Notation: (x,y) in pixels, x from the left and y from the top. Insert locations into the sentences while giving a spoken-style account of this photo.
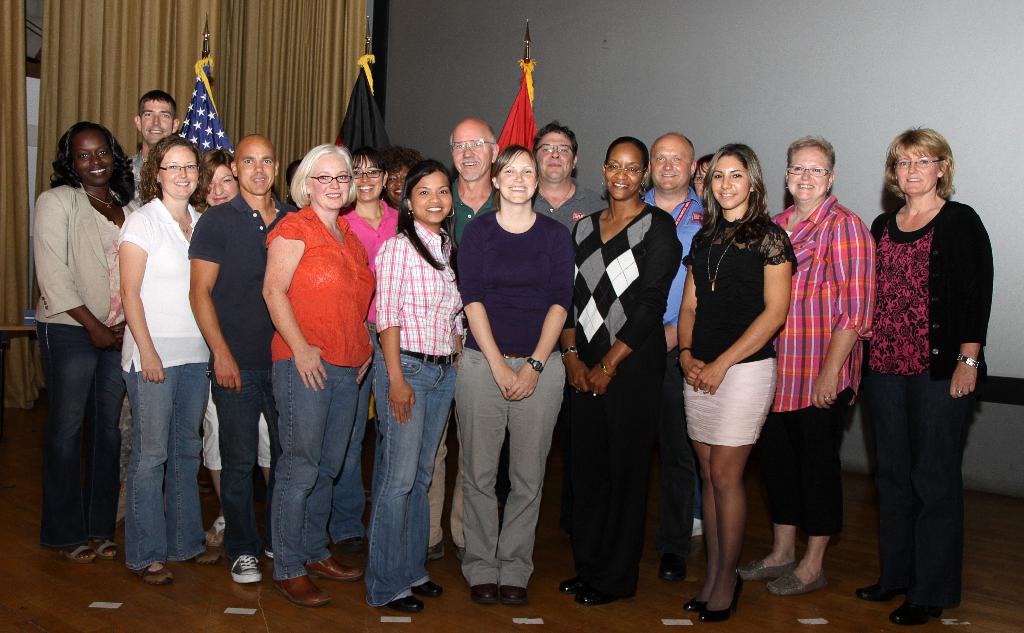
In this image we can see a group of people (686,396) standing and posing for a photo and in the background (204,118) we can see three flags (533,78) and there is a curtain (233,34).
